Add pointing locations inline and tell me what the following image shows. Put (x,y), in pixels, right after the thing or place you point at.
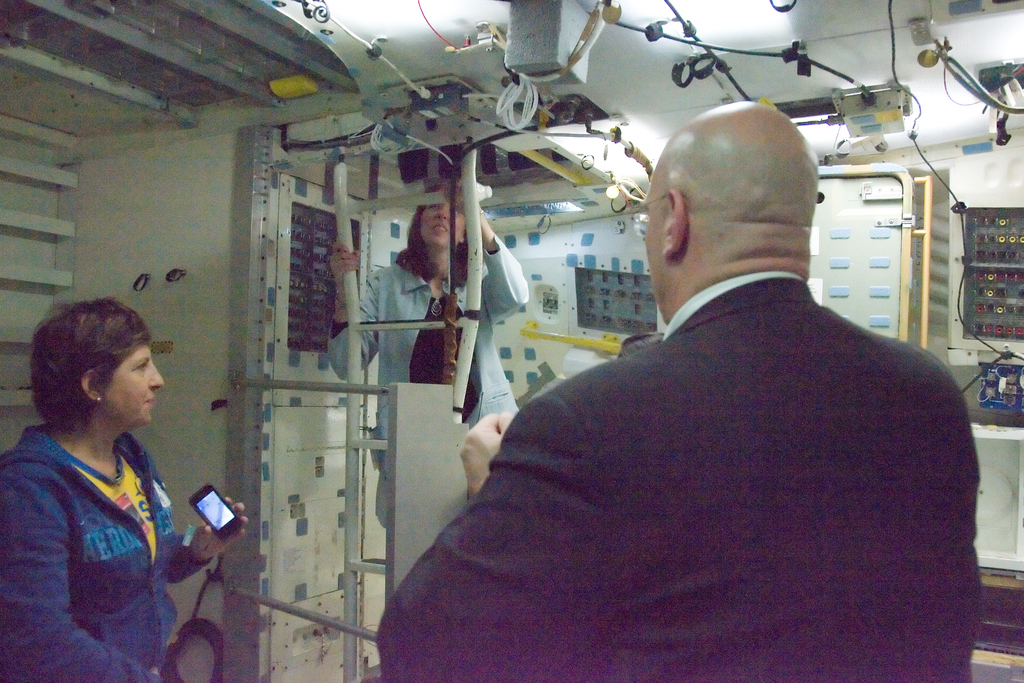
This is the man (713,575) and woman (130,537) standing. I can see another woman (435,277) climbing the ladder (377,445). I think this picture was taken inside the vehicle (520,106). This woman (203,551) is holding a mobile phone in her hand (212,534).
